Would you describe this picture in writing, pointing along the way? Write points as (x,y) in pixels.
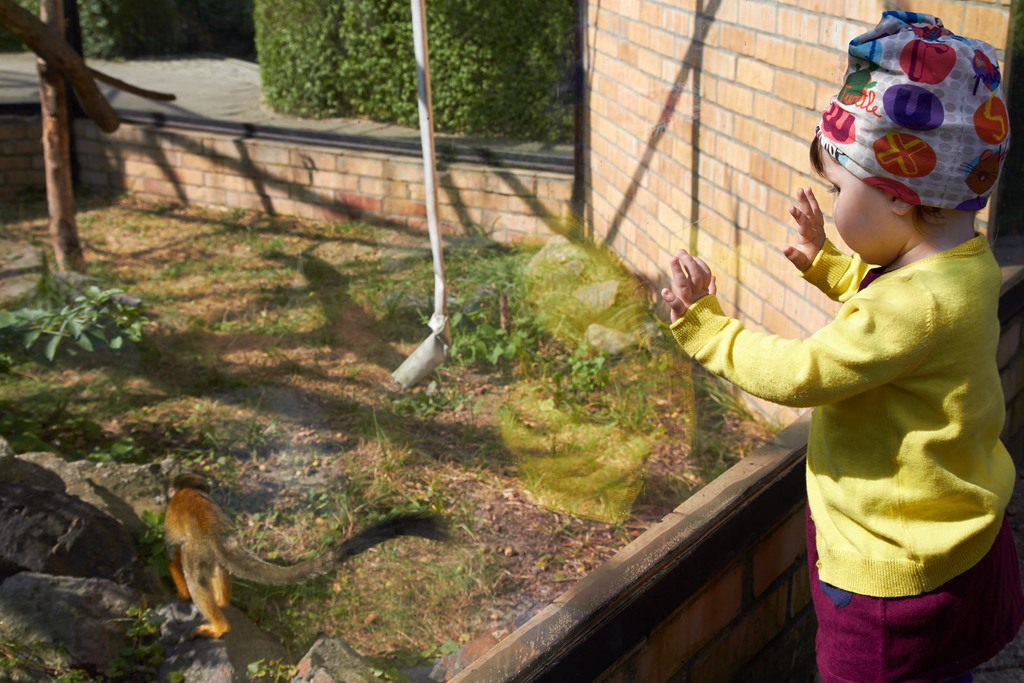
In this image I can see the child (941,427) wearing the yellow and pink color dress (833,561) and also colorful hat (944,133). In-front of the person (824,153) I can see the glass (542,226). Through the glass (530,408) I can see an animal (215,541) standing on the rock (84,626), trunk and plants (414,288).
